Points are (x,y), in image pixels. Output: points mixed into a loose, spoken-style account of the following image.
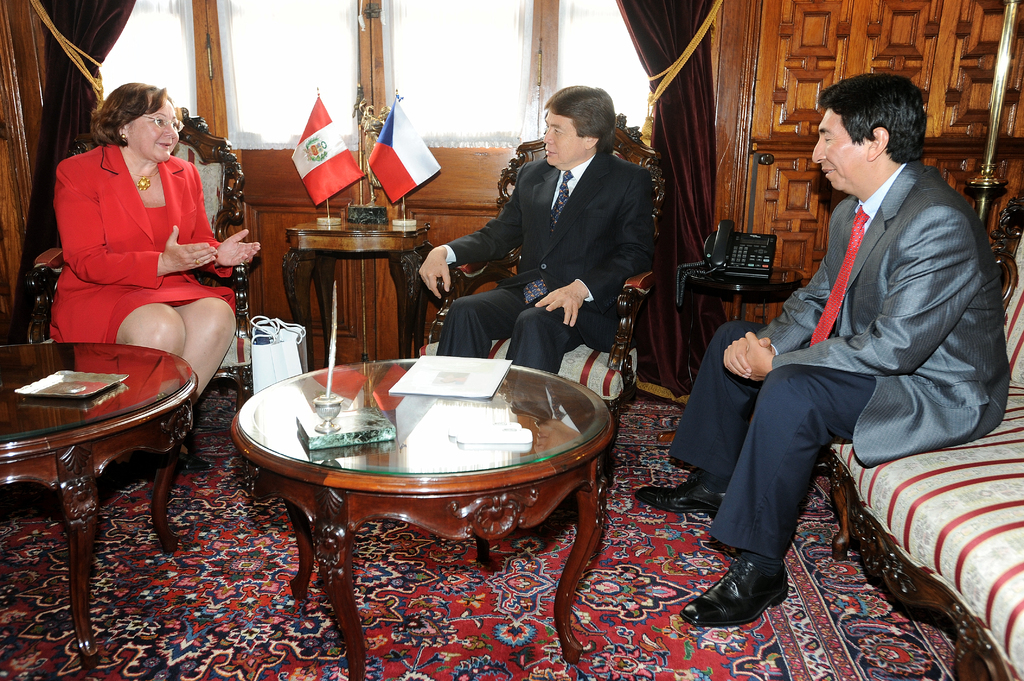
This is a picture taken in a room (786,306), there are three people (786,306) sitting on a chair (941,486). The woman (124,254) in red dress (107,248) is speaking in front of the people (773,356) there is a table (566,469) on the table (479,476) there are files (446,395) and some items (342,422). Background of this people (563,262) is a wooden wall (732,102) and a glass window (404,61).
